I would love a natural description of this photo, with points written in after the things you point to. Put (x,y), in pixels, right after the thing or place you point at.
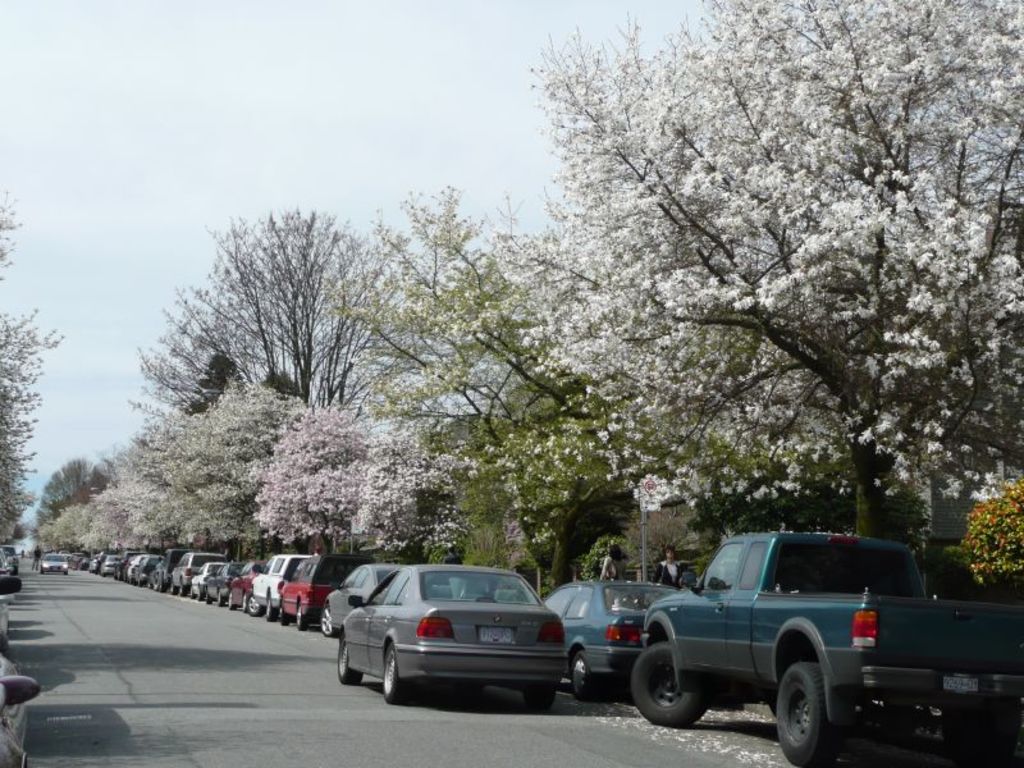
In this image we can see some vehicles (437,646) on the road (107,611) and there are some trees (324,511) with flowers (964,7) and we can see some people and there is a sky (87,5) at the top (87,19).
